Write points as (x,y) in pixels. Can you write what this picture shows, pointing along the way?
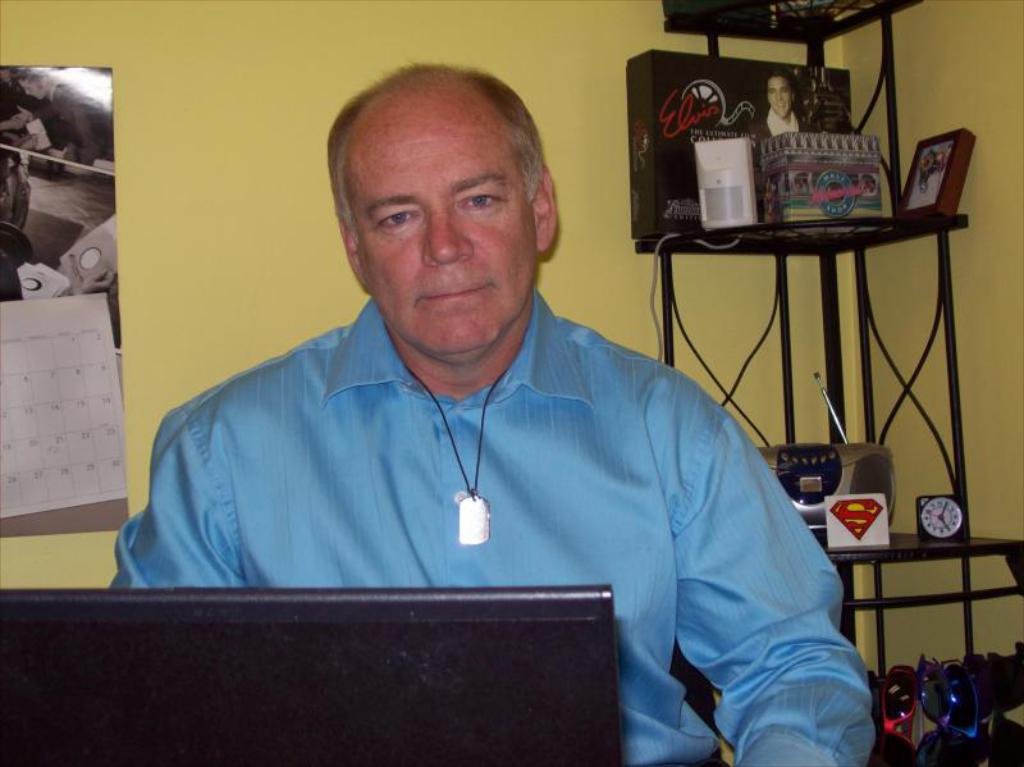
This is the man (666,627) sitting. He wore a blue shirt (698,556). I think this is a laptop (547,644). I can see a poster (75,242) attached to the wall (195,171). This looks like a rack (814,55). I can see a radio (852,476), clock (922,502), frame (917,204), box (837,202) and few other objects (846,501) on it. These are the goggles (932,695) hanging to the table (970,624).
